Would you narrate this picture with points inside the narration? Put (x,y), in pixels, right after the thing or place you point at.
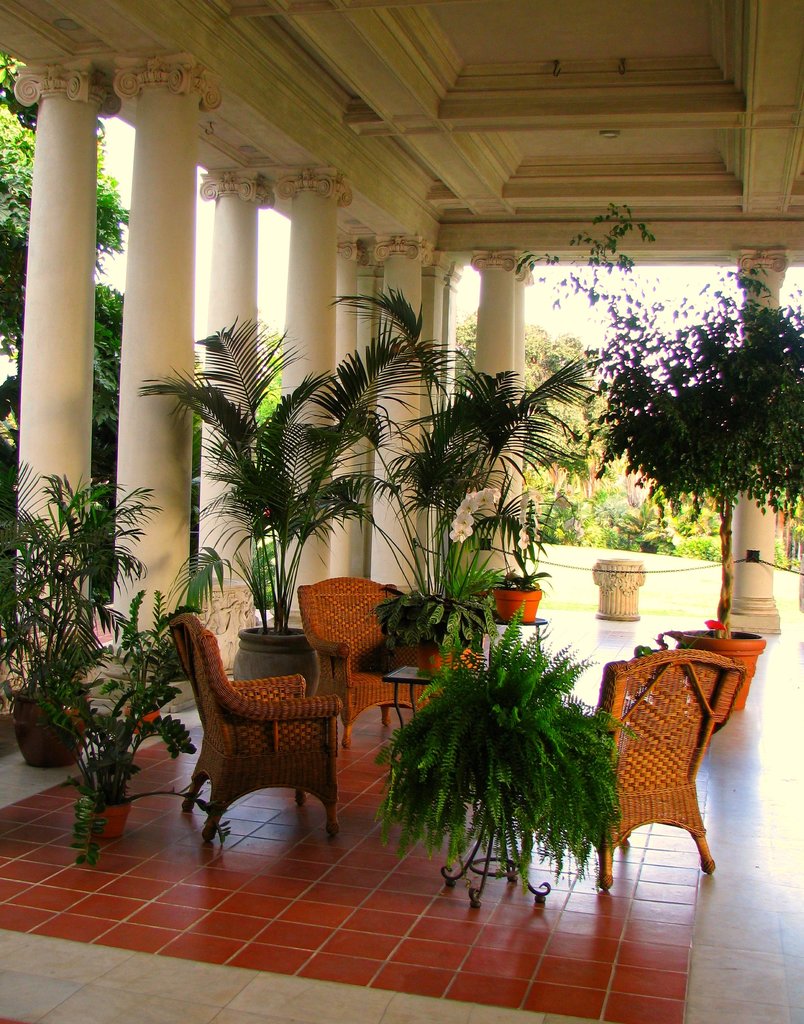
Here we can see chairs (274,718) and table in the center (368,681) and there are plants (106,726) placed here and there and there are trees (663,479) also present.
